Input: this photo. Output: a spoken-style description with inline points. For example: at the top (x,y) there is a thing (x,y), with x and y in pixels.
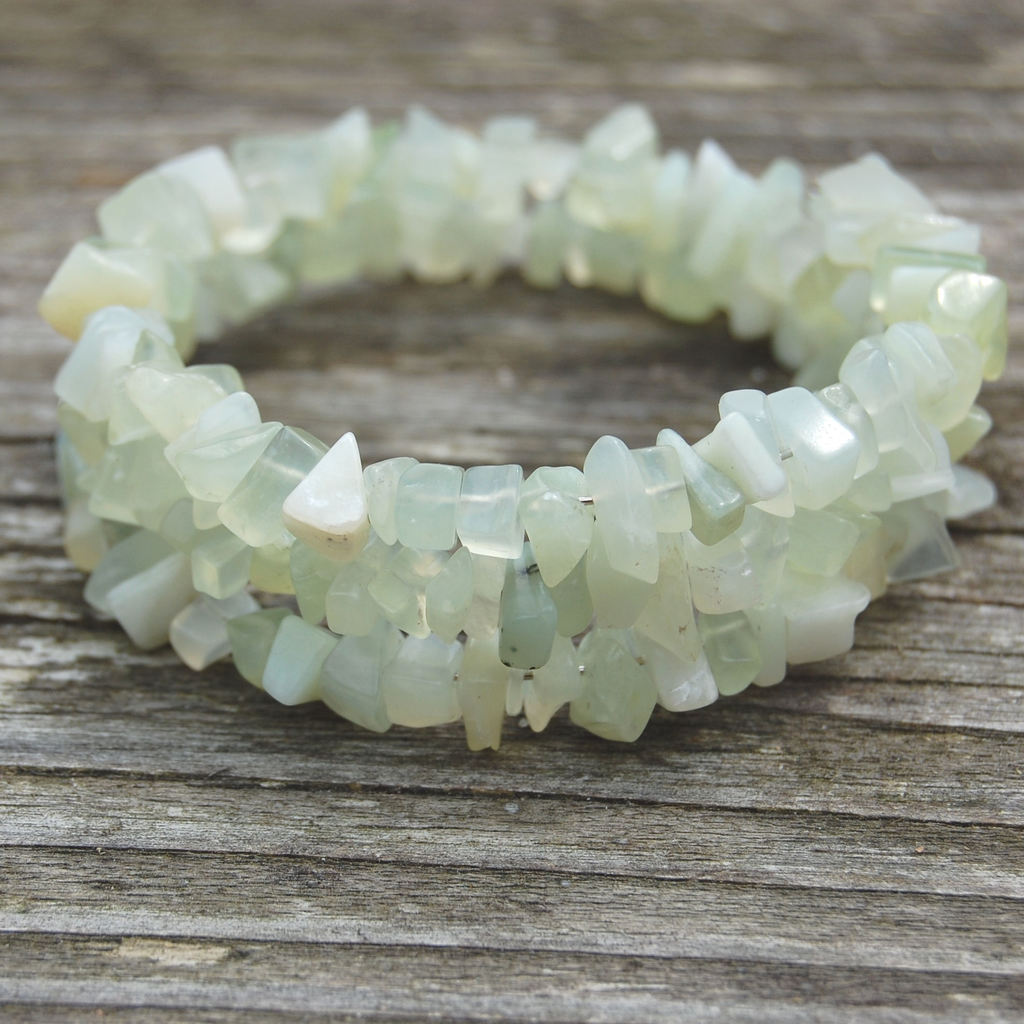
In the image we can see the crystal bracelet (553,608), kept on the wooden surface (535,874).
